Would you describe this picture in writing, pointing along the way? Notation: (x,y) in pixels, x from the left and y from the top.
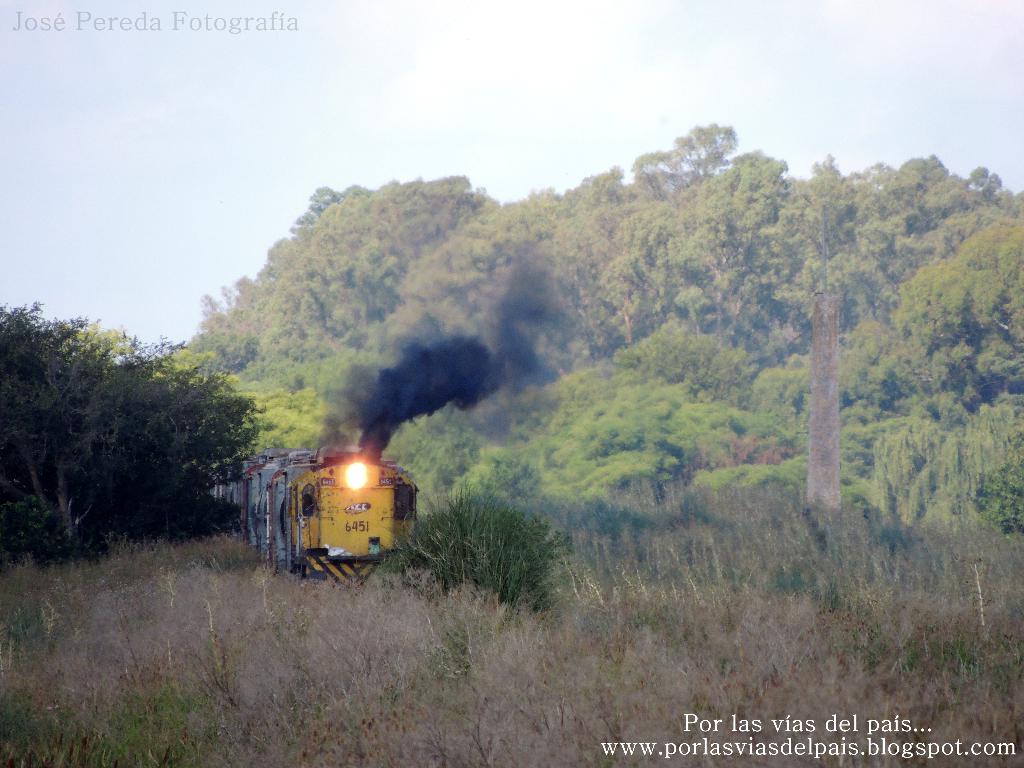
In this image I can see few green color trees (446,233), dry grass (405,647) and the train (330,509) in yellow and white color. The sky (373,182) is in blue and white color.
